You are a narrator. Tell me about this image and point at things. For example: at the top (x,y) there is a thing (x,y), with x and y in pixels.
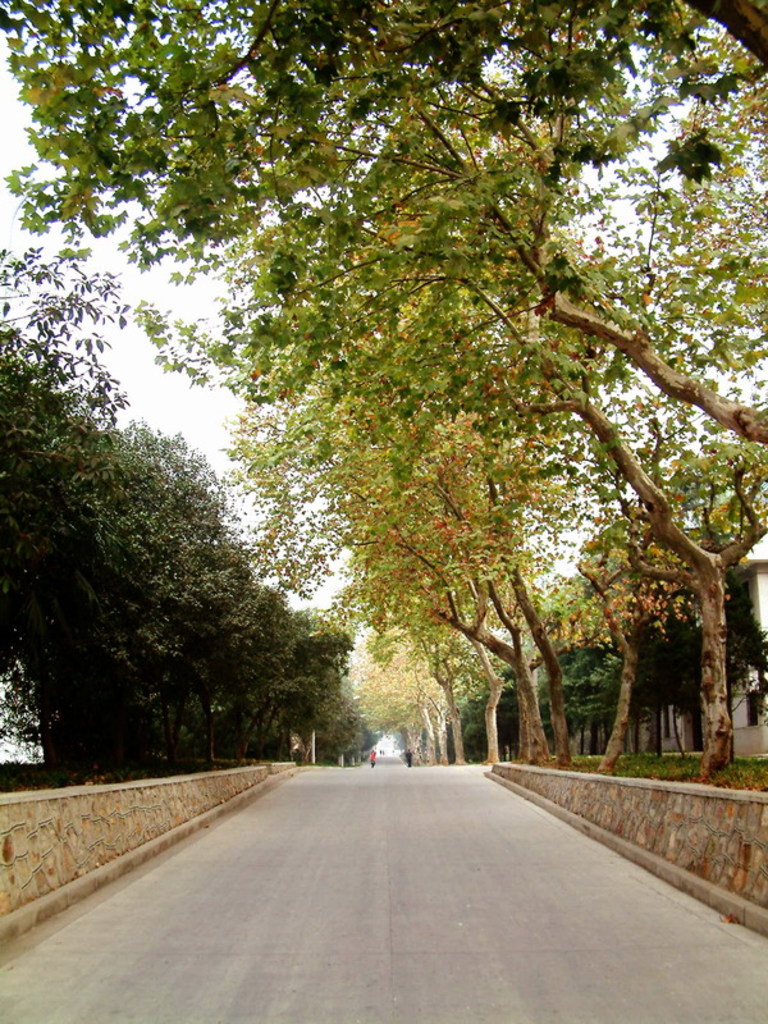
In the center of the image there is a road (465,826). There are people (372,762). In the background of the image (561,665) there are buildings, trees (328,502) and sky (141,374).
